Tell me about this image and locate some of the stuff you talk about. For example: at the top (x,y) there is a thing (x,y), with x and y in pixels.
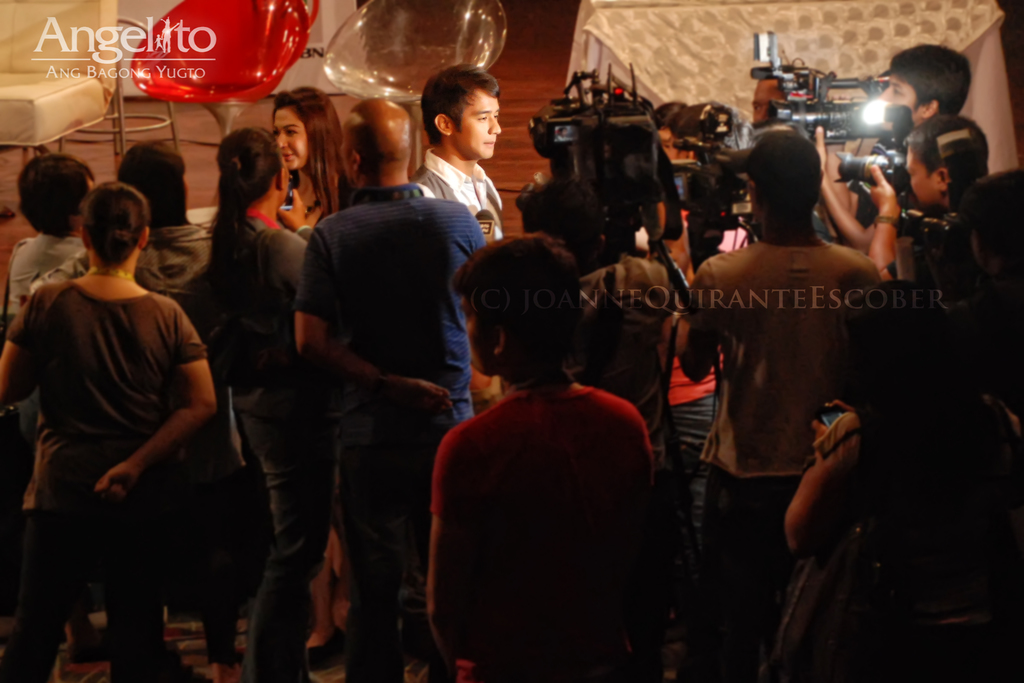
In this image we can see there are a few people (525,425) standing on the ground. On the right side of the image (780,337) there are some people (773,174) standing and holding the camera (719,161). On the left side (145,78) there are three chairs (282,48).
